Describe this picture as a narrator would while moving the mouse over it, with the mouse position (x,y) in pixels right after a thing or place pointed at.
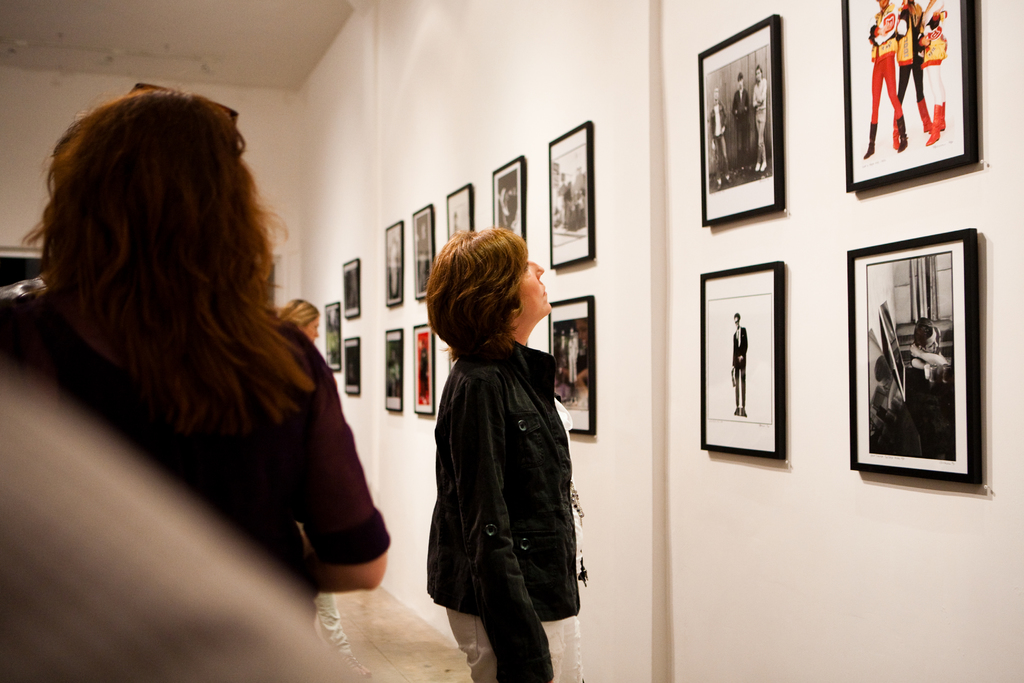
This image consists of few persons (545,384). On the right (955,186), there is a wall (806,173) on which there are many photo frames (857,257). At the bottom (403,663), there is a floor (426,644). At the top (302,53), there is a roof (288,51).
